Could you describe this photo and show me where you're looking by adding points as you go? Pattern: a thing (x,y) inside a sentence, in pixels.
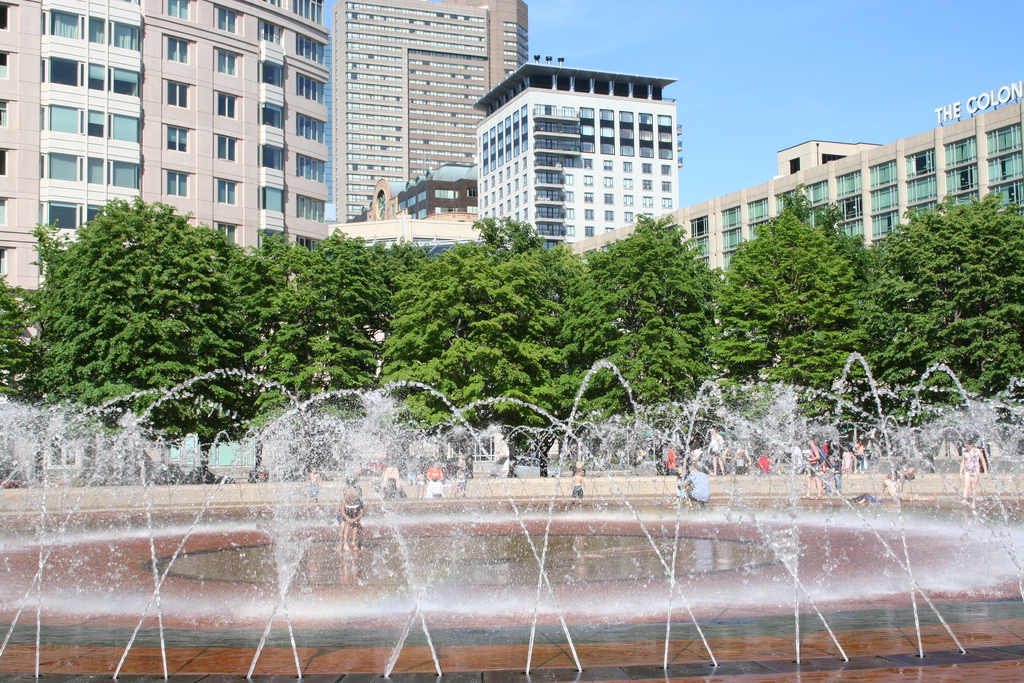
In this picture we can see water (93,605), trees (836,306), buildings (583,129), name board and a group of people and some objects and in the background (761,116) we can see the sky (757,106).
